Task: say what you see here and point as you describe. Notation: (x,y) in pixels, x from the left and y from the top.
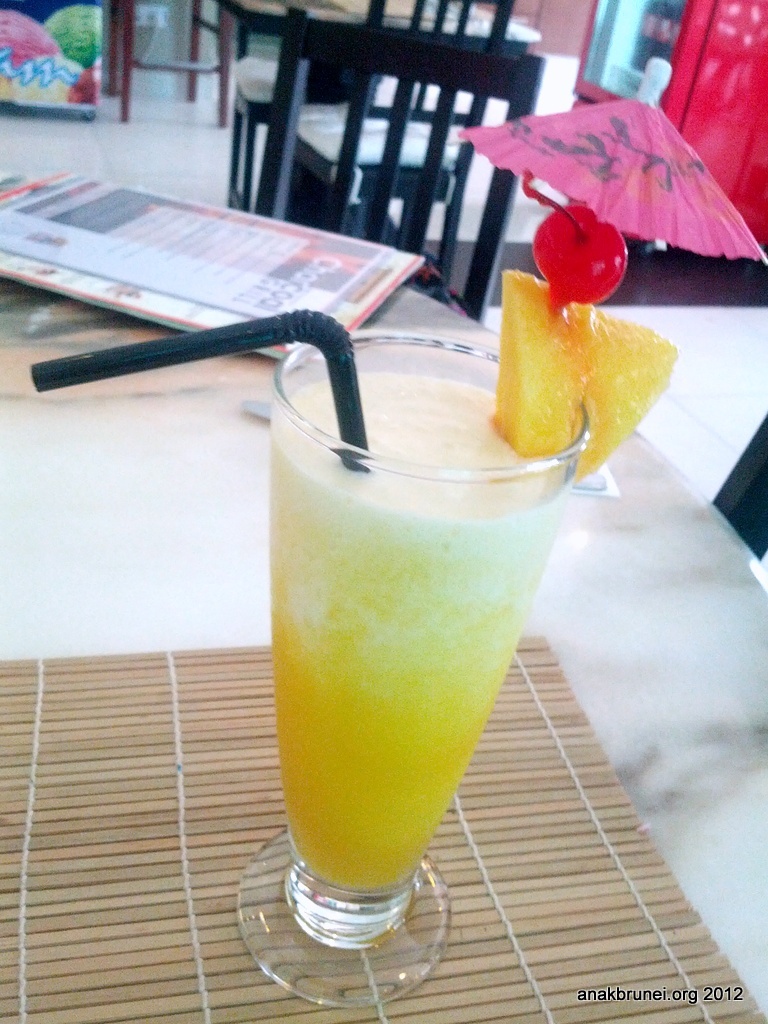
In this image we can see a drink (401,572) which is in glass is of yellow color and there is a straw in it and there is menu card (151,251) on table (9,424) and in the background of the image (465,150) there are some chairs (419,111) and refrigerator (683,105).
